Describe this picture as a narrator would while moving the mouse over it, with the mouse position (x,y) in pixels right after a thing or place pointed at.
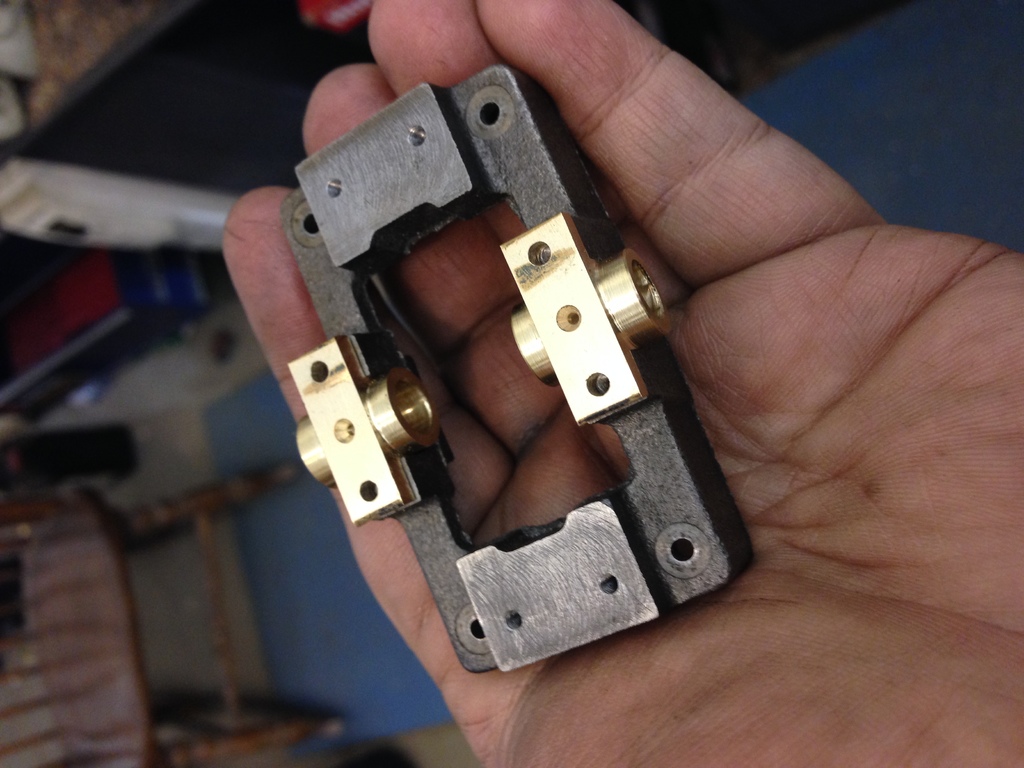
In this image we can see an object (672,466) on hand (518,508) of a person (610,449). In the background (197,498), we can see a chair (196,490) placed on the ground (343,654).
